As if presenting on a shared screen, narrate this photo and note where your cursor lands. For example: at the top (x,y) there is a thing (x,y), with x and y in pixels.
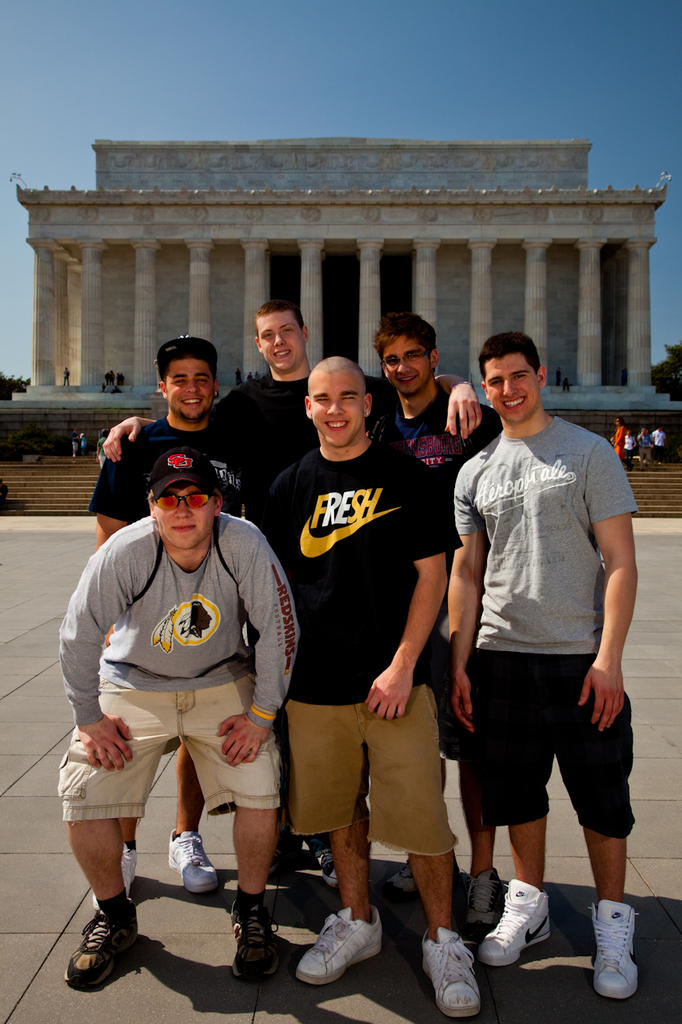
In this image there are group of persons (348,530) standing and smiling, there is a building (392,285) behind the persons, there is a staircase (56,462), there are persons (649,443) on the staircase (649,486), there is the sky (298,80), towards the right of the image (662,379) there is a tree (666,369) truncated, towards the left of the image (10,383) there is a tree (3,382) truncated.
